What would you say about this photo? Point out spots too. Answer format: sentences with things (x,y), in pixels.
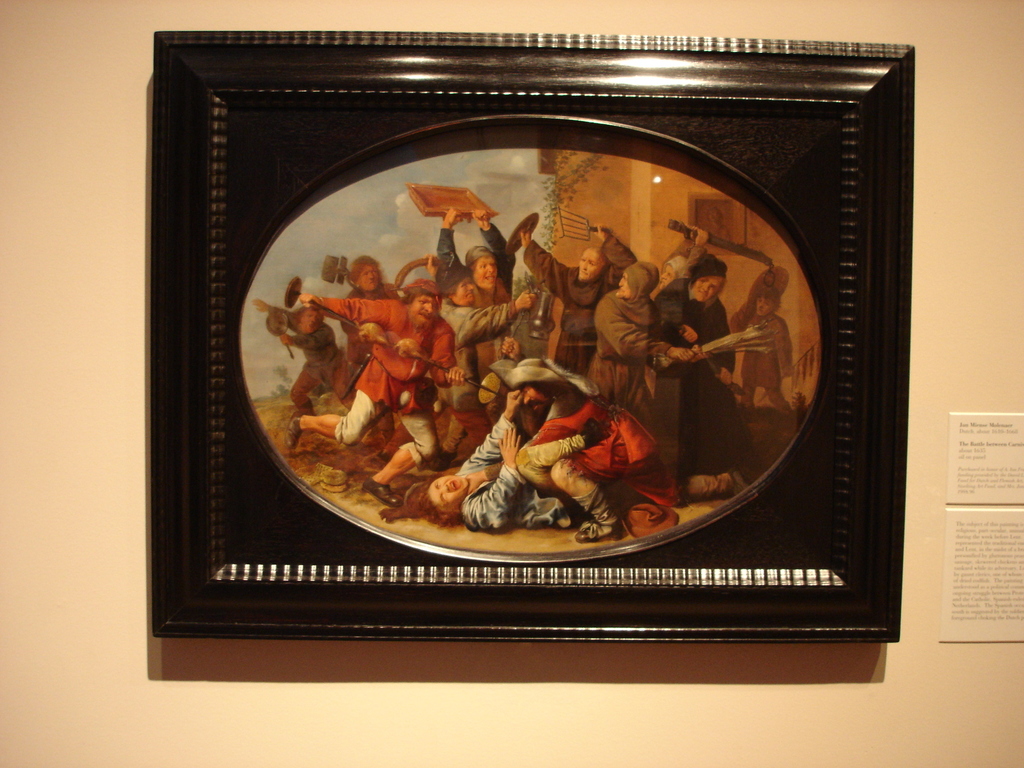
In the image we can see a frame (305,144) and we can see there is a picture (496,396) of many people (431,382) wearing clothes (390,361) and they are fighting. This is a building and a cloudy sky (327,227). This is a white color wall (145,717).
